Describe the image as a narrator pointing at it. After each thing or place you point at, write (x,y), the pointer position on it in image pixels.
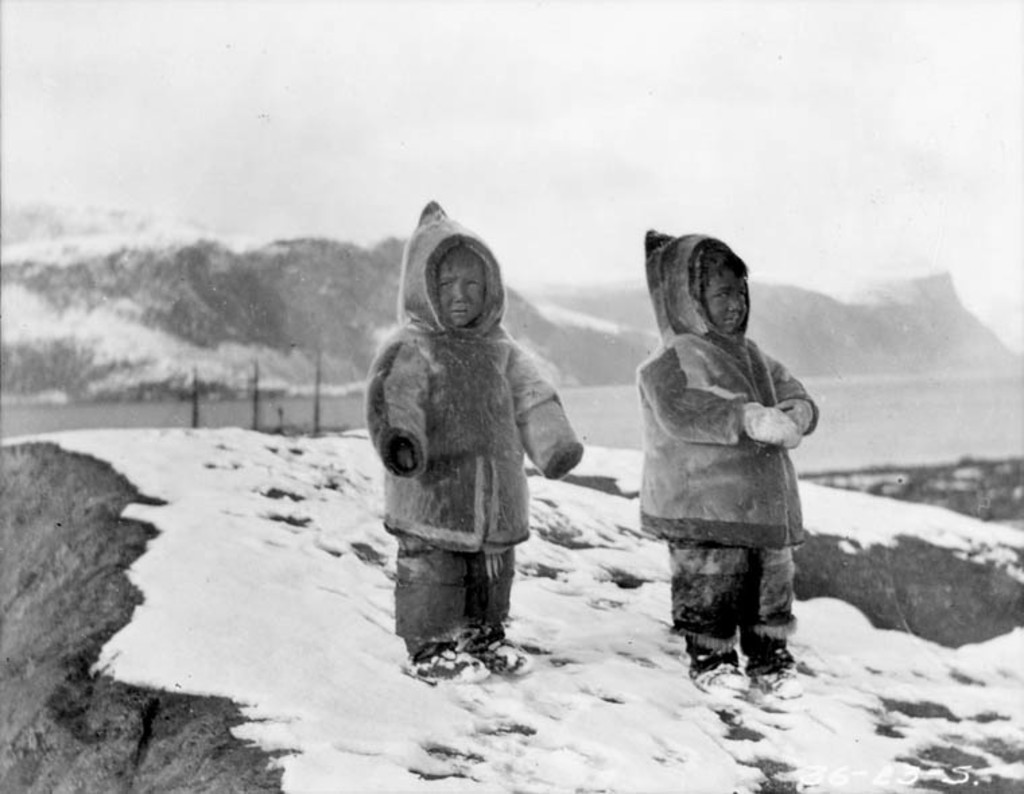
In the middle of this image (538,414), there are two children (683,486), wearing sweaters (558,439) and standing on the snow surface (741,672) of a hill (32,559). In the background (29,386), there is water (34,408), there are mountains (951,297) and there are clouds (556,160) in the sky (630,38).
